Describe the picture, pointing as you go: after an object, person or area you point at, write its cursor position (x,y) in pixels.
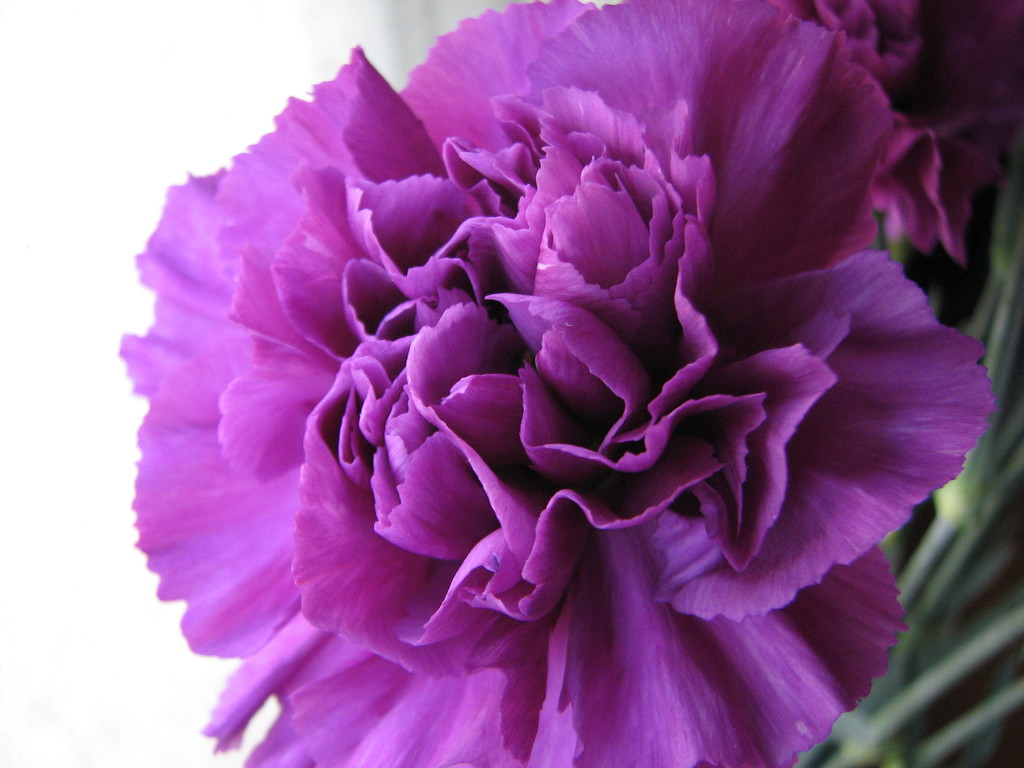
In the picture we can see flower (642,513) which is in purple color.
